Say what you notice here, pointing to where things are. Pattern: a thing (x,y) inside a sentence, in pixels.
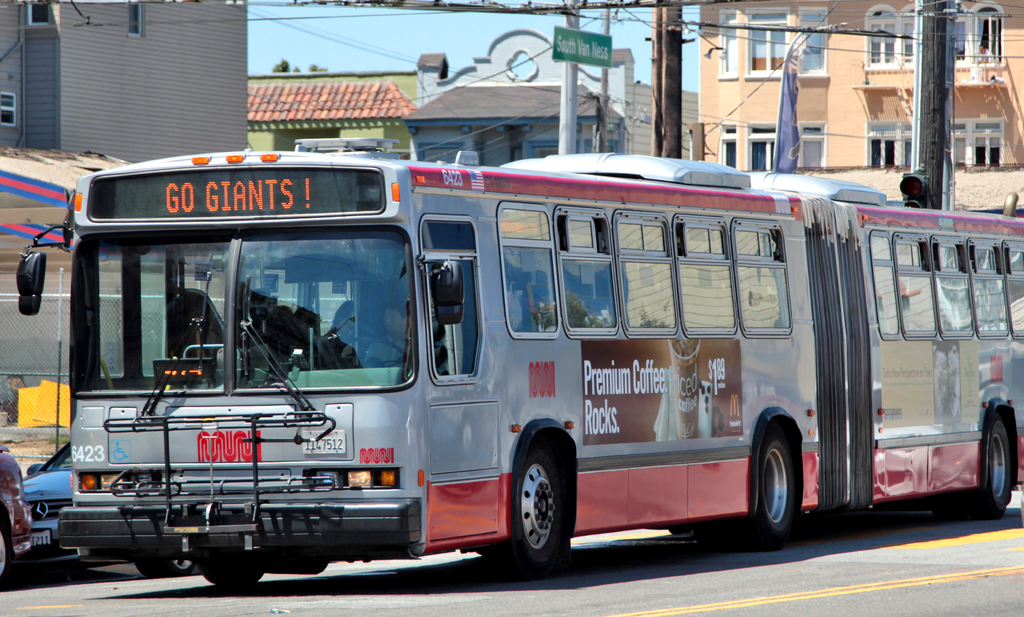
In the center of the image (396,339) we can see a man (385,355) is driving a bus (635,425). In the background of the image (1009,112) we can see the buildings (999,90), windows (984,121), poles (674,77), boards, flag (793,104), vehicles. On the left side of the image (46,329) we can see the mesh (46,329). At the bottom of the image (905,559) we can see the road (639,574). At the top of the image (478,53) we can see the sky (312,41).
